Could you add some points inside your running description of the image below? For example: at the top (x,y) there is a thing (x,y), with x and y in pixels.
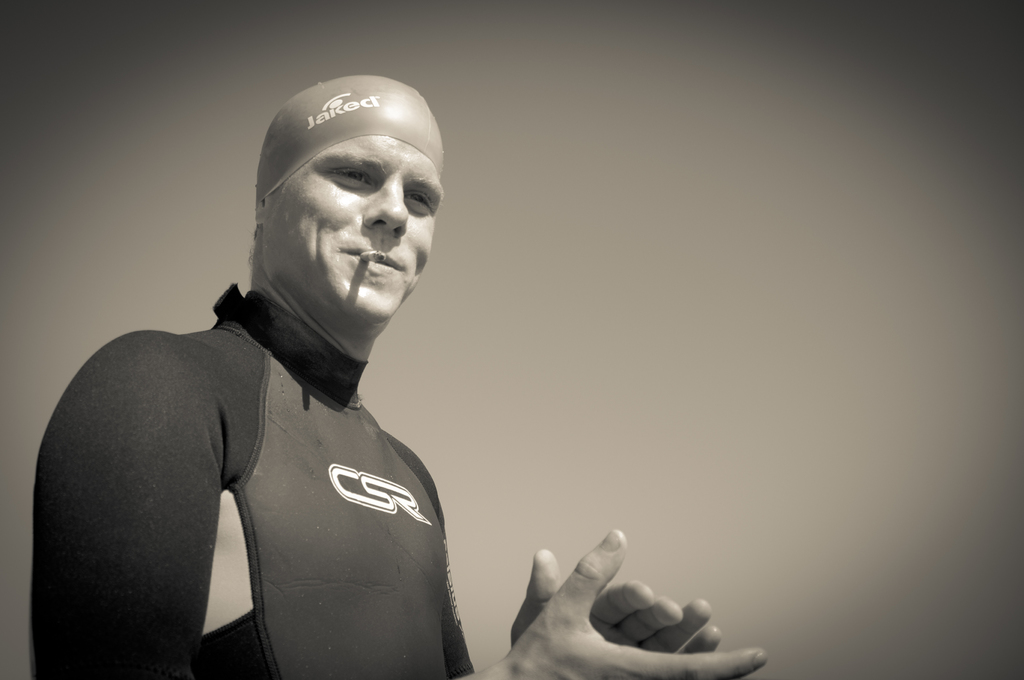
In this image I can see a person (343,550) standing and wearing dress (161,506). I can see cigarette (386,253). The image is in black and white.
